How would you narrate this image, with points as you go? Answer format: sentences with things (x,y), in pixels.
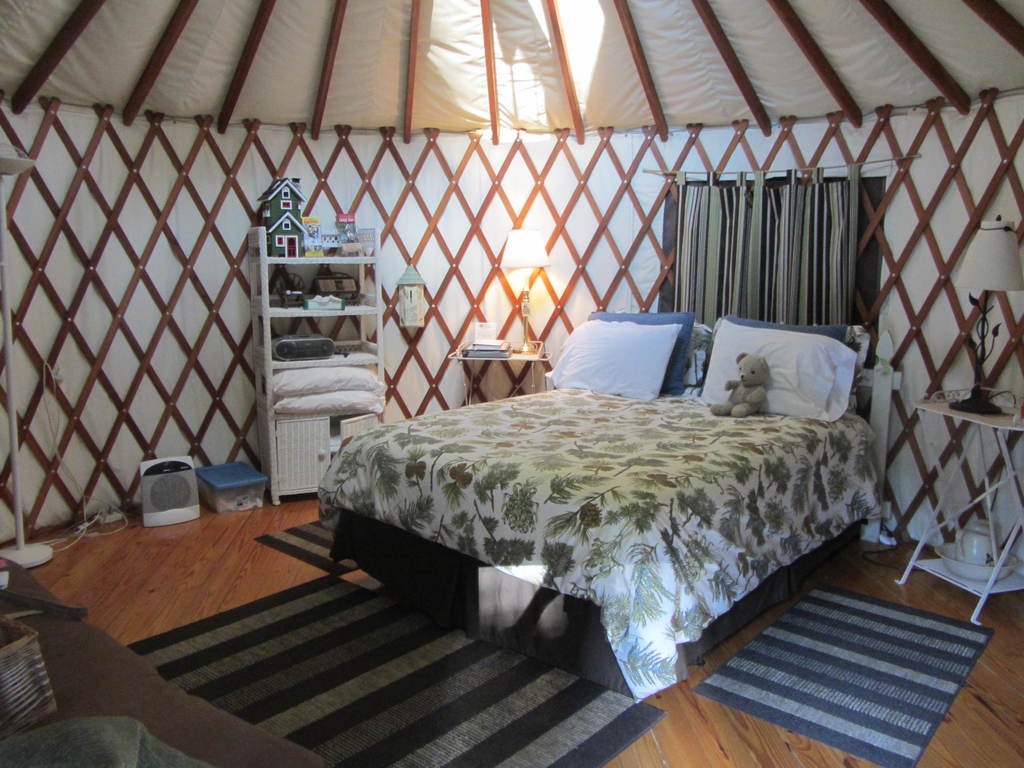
In the foreground of this image (690,394), there is a toy (739,383) and pillows (734,335) on bed (579,460) and around bed (335,539) there are three carpets (426,661) on the floor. On right (987,253). there is a table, a lamp (984,271). On left (5,167), there is a light pole (5,326). In the background (372,313), we see cupboard (300,412), basket (237,482), table (486,353), lamp (515,262) and the wall (346,154).
